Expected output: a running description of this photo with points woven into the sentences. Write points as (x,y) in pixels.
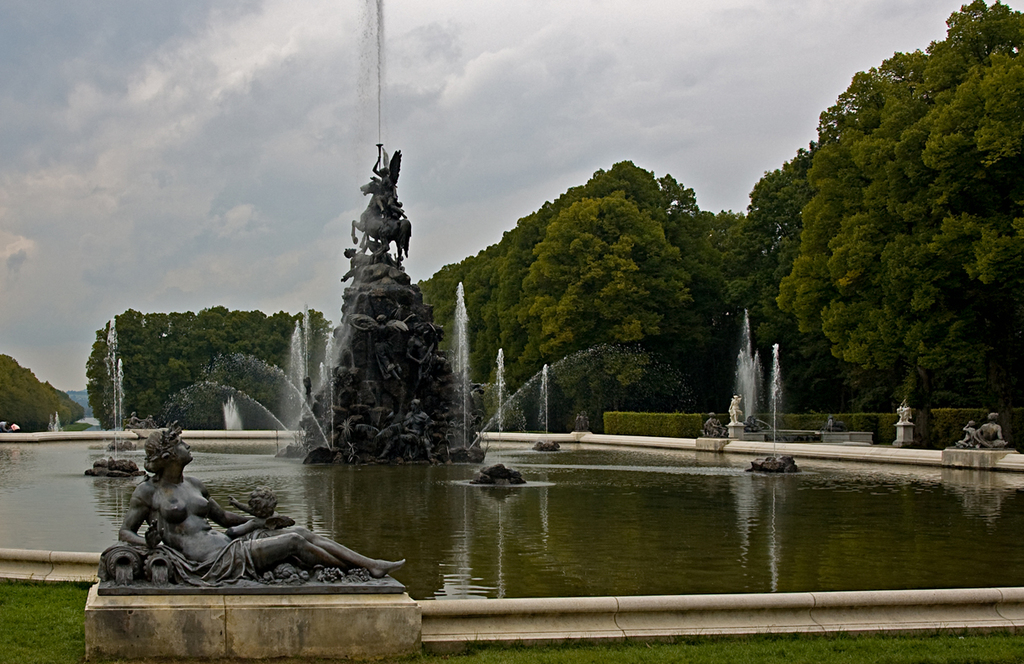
In the center of the image (365,306) we can see statue (390,334) and a fountain (405,465). On the left (272,569) there is a sculpture (156,528). In the background (539,356) we can see trees (452,281) and sky (300,259).
